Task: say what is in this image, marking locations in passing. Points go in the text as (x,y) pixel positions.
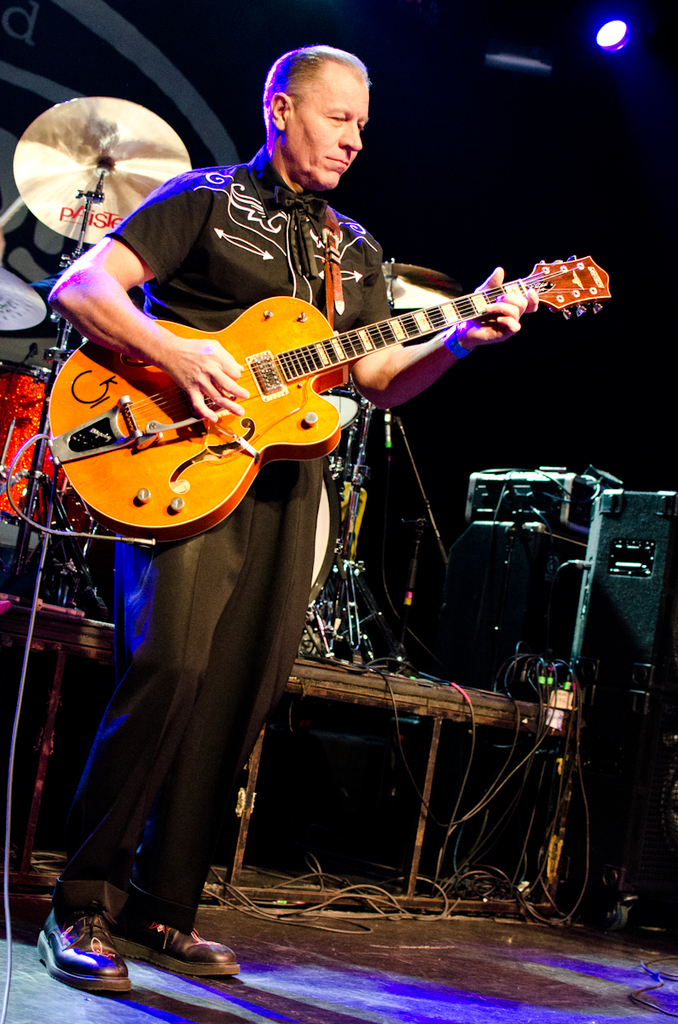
Here we can see a man (85,952) playing a guitar (312,374) and behind him we can see drums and other musical instruments (503,619).
